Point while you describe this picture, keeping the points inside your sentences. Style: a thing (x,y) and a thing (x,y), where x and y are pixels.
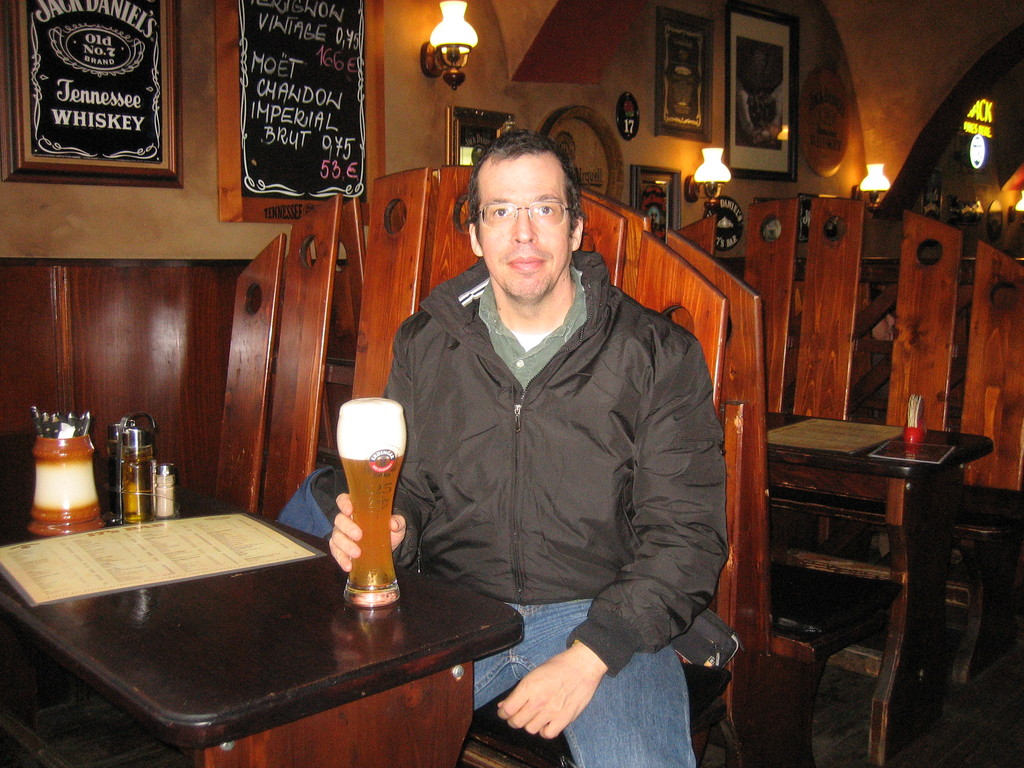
This picture show a man (527,486) sitting in the chair (510,738) in front of a table (190,677) on which a menu card (139,543) some jars (99,523) were placed. He is holding a drink glass (377,496) in his hand (361,534). In the background (696,68), there are some tables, lights (877,189) and some photographs (745,98) attached to the wall (391,100).
